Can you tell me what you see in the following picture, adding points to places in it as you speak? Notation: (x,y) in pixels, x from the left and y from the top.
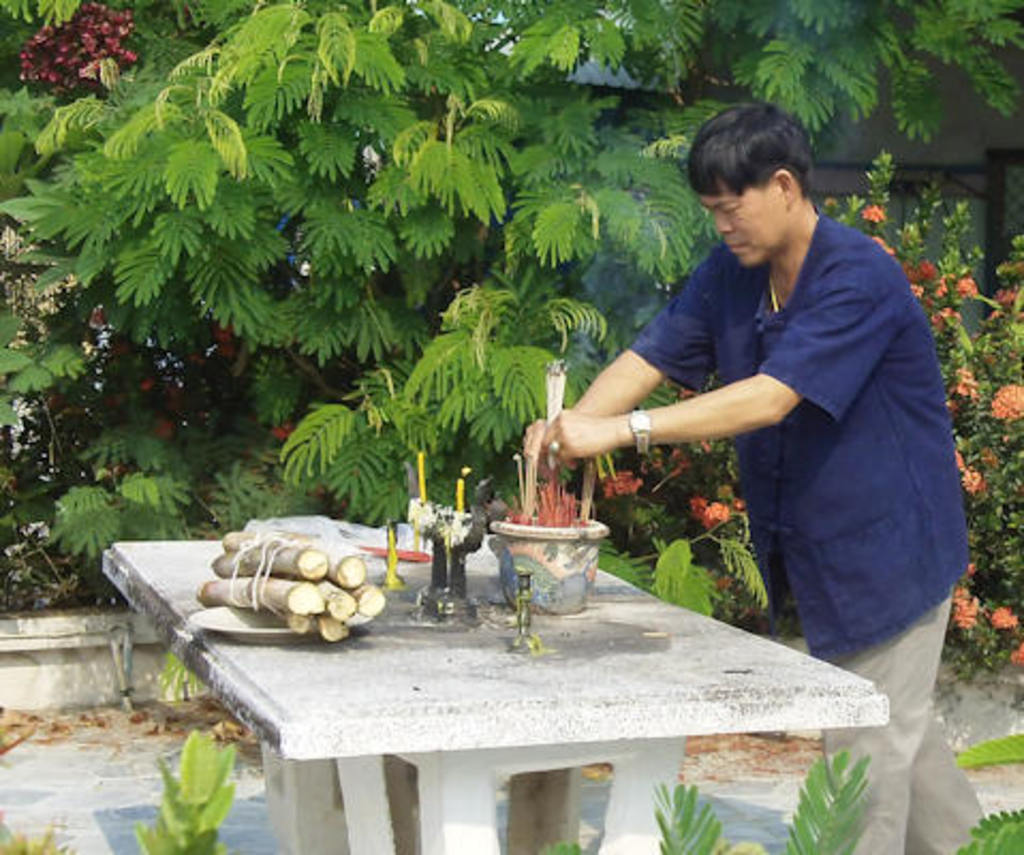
In the image there is a stone table (425,575), on the table (369,576) there are wooden sticks (361,573), candles (466,474) and a pot (533,537). In front of the table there is a man (807,429) he is doing some work, behind the man (541,439) there are many trees (246,213).
